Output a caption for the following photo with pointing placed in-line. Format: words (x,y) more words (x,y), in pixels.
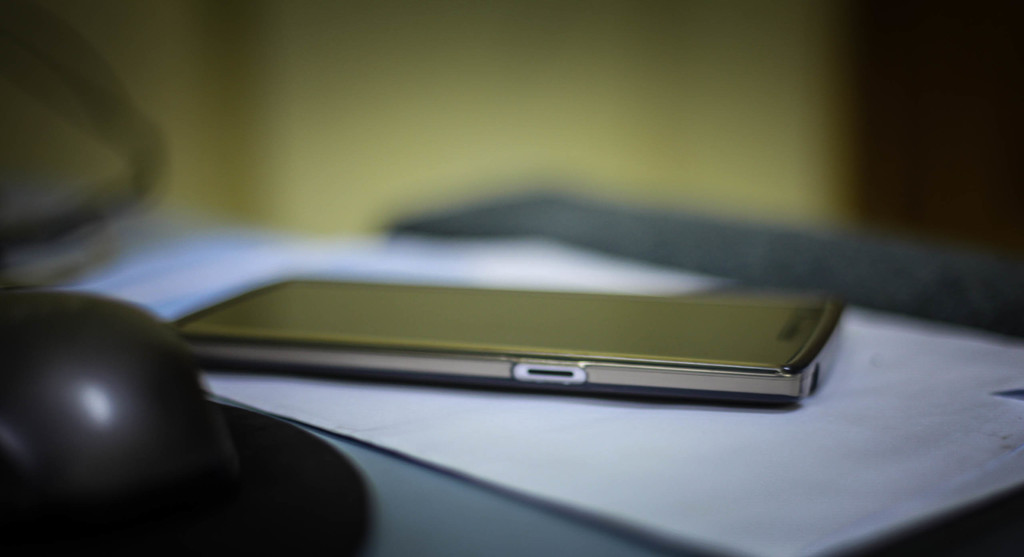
In this image I can see the mobile-phone (674,365), paper (660,498) and black color object (20,461) on the grey color surface (526,522). Background (633,131) is blurred.
